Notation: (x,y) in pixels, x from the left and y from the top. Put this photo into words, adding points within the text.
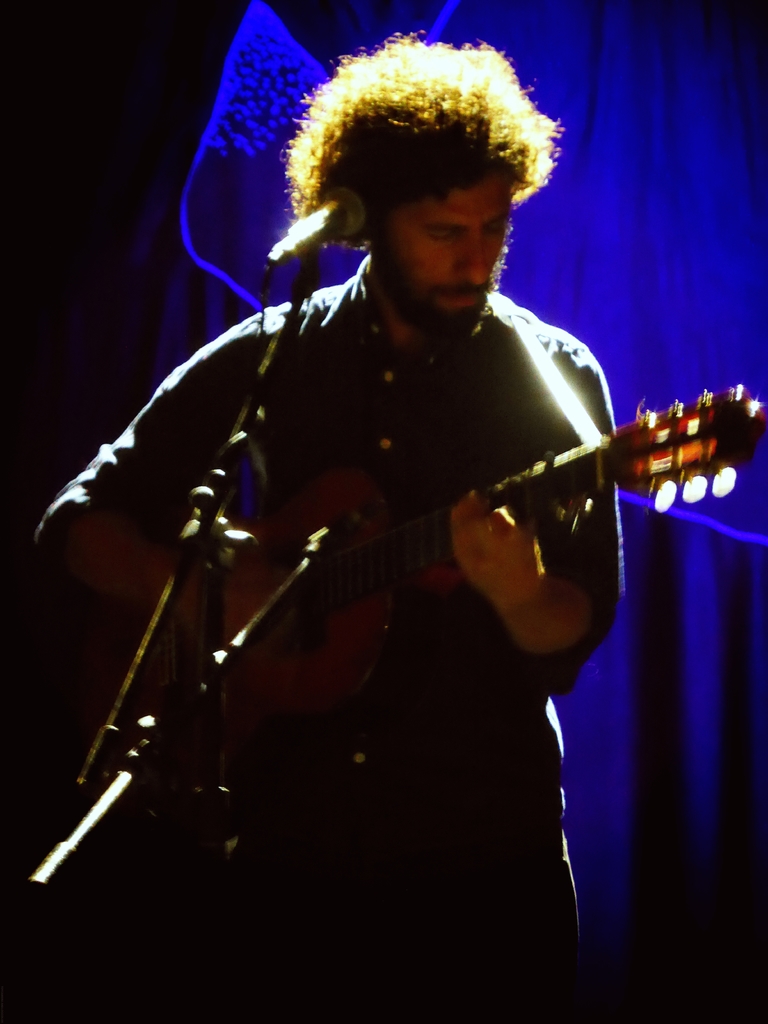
In this picture I can see a man (265,452) standing and holding a guitar (276,674), there is a mike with a mike stand (93,749), and in the background (614,319) there is a cloth (109,170).
